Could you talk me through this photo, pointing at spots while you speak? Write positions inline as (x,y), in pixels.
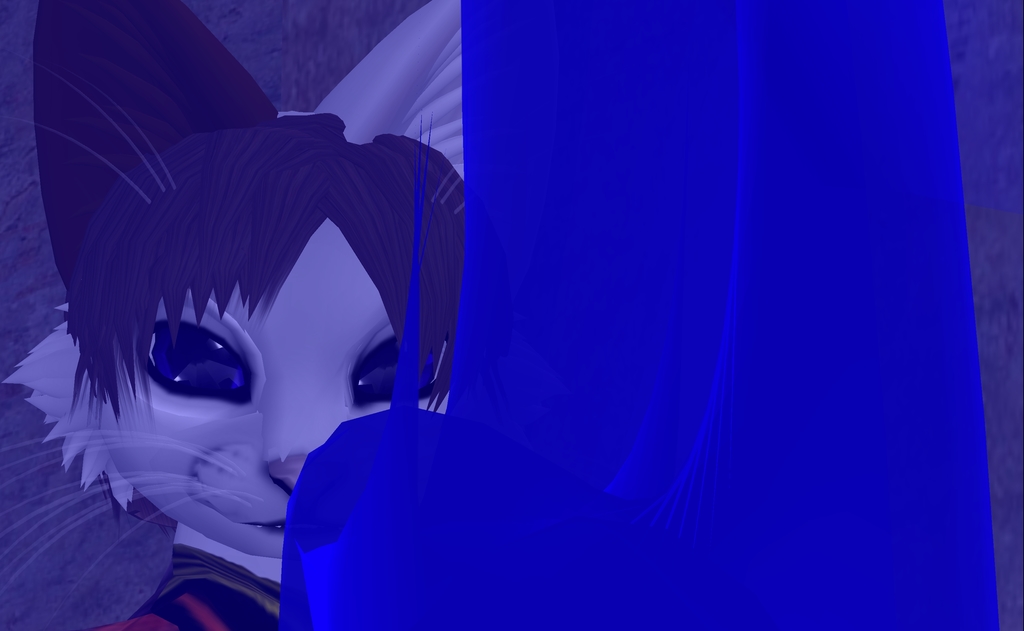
This is an animated picture. I can see a cat (287,334), this is looking like a blue cloth (886,270).
